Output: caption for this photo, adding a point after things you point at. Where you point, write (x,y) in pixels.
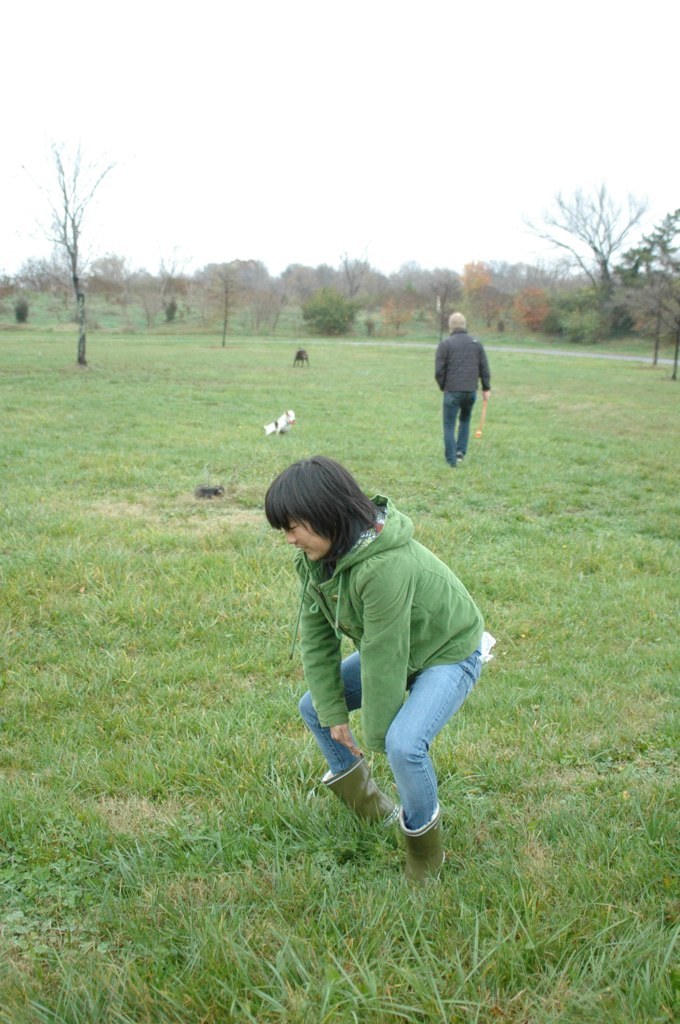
At the bottom (375,707) we can see a woman (410,801) is in squat position on the grass (222,796) on the ground (368,754). In the background (465,386) we can see a dog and a man (474,348) is walking on the grass (398,405) and we can see trees (308,288) and sky (538,100).
